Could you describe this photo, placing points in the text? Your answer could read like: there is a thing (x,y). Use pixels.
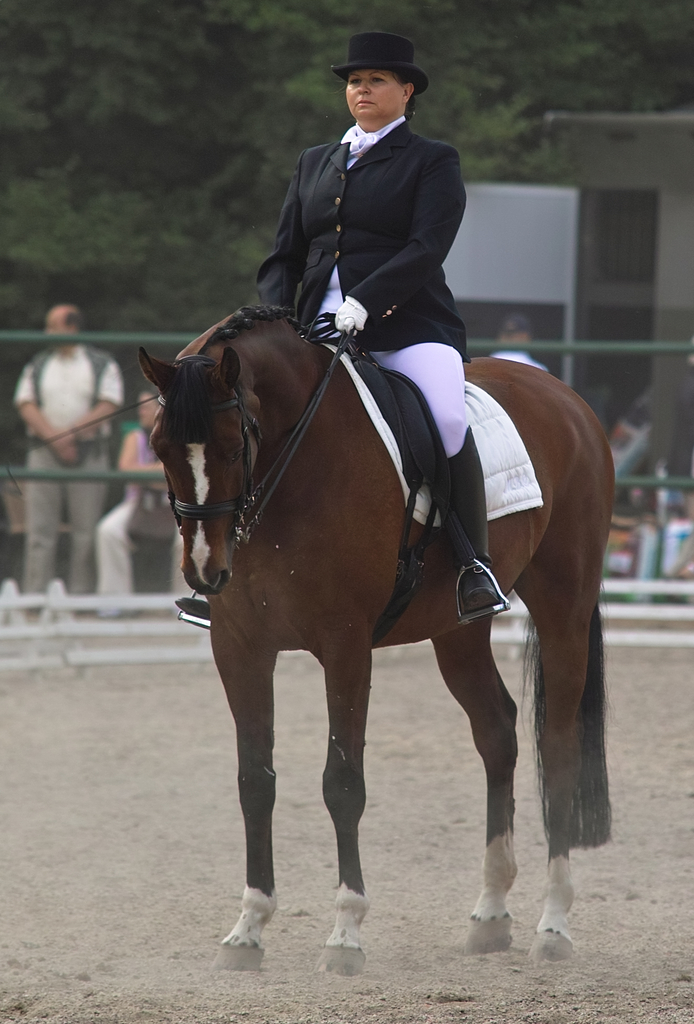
This picture shows a woman (378,247) is seated on the horse (582,511), in the background (99,598) we can find a fence (47,611) and couple of people (50,514), few are seated and few are standing, and also we can see a notice board (490,210) and couple of trees (106,172).
